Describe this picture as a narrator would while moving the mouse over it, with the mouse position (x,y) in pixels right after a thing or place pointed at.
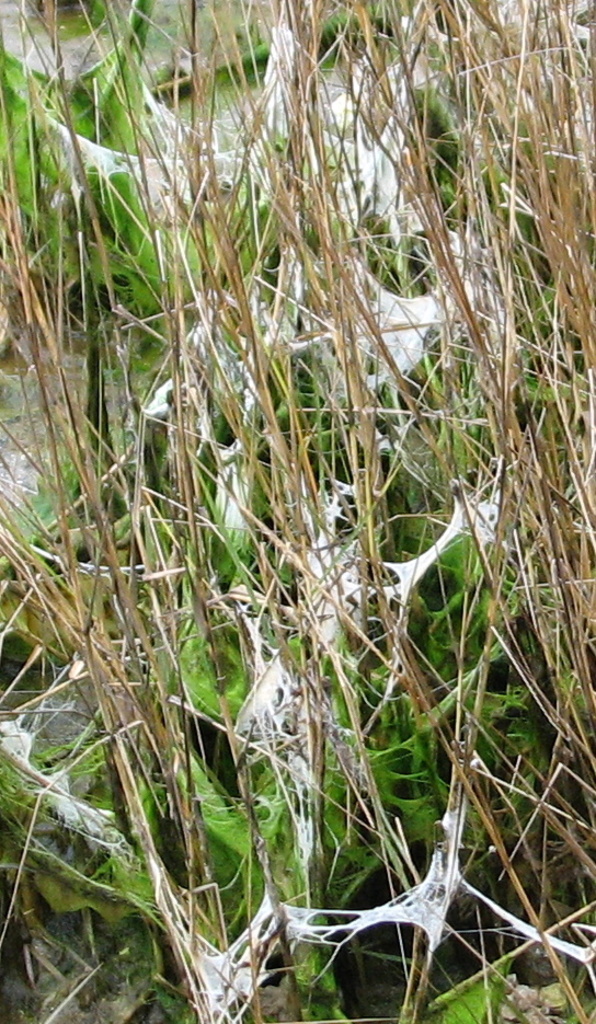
In this image, we can see some grass (21,119). We can also see some fungus (375,205).
